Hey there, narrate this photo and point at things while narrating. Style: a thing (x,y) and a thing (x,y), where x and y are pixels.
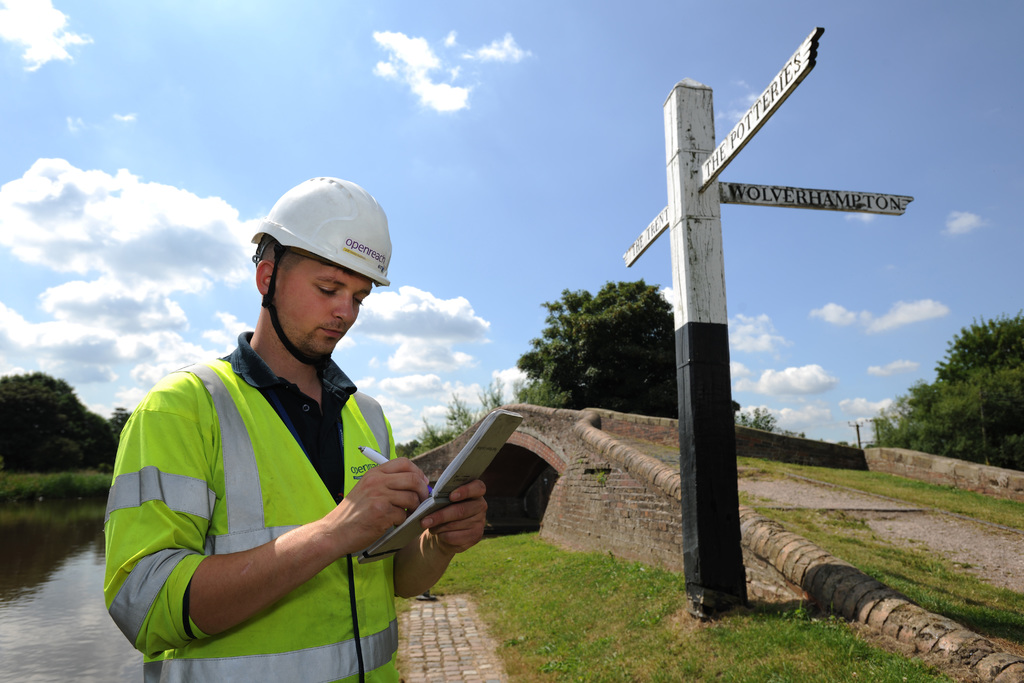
In the center of the image (347,284), we can see person (254,411) standing and wearing a jacket (244,426) and a helmet (272,292) and holding some objects (372,453). In the background (707,175), there are name boards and we can see trees (916,404), poles (678,221), a bridge (558,436) and there is water (77,554). At the top (374,111), there are clouds (488,48) in the sky (448,110).
